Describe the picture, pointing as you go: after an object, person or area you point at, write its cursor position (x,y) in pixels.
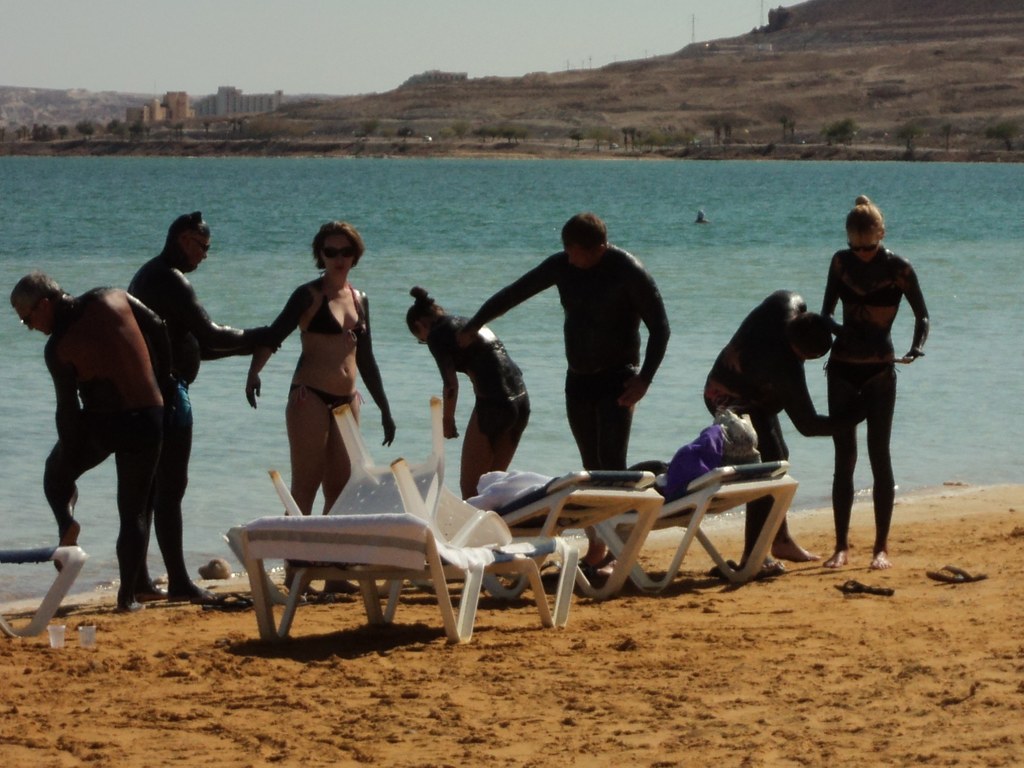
In the foreground of this image (435,327), there are persons (334,446) near a beach (328,630) and there are chairs (442,502), beds (468,602) on the ground (426,689). In the background (504,222), there is water (231,190), buildings (185,105) and the sky (330,65).
